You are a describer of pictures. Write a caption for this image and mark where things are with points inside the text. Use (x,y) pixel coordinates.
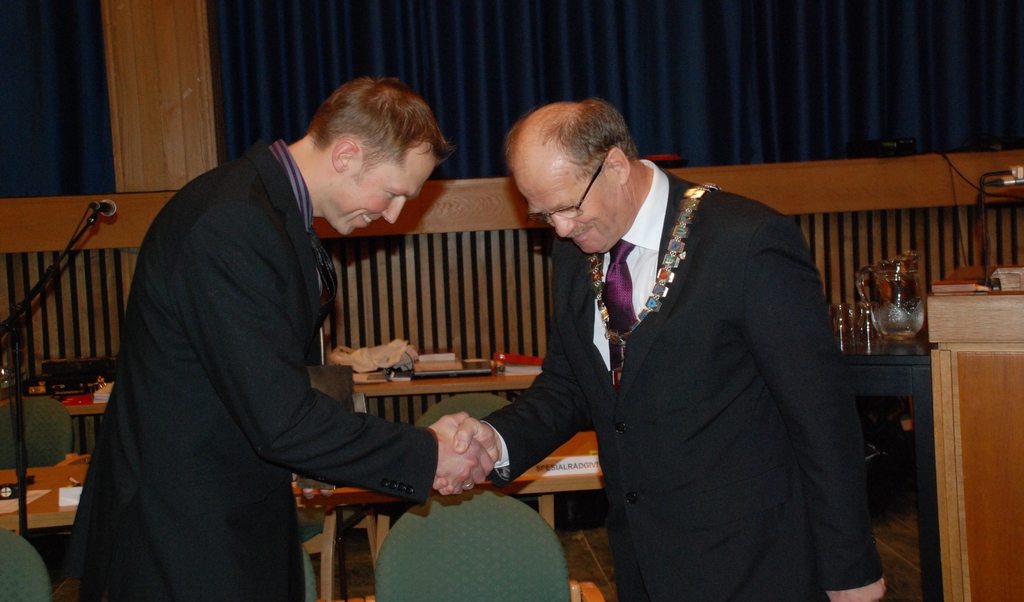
There are two members (325,300) in this picture, shaking hands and smiling. In the background (402,369) there is a table (484,377) on which some accessories (413,352) were placed. And we can observe a curtain (418,62) here.
